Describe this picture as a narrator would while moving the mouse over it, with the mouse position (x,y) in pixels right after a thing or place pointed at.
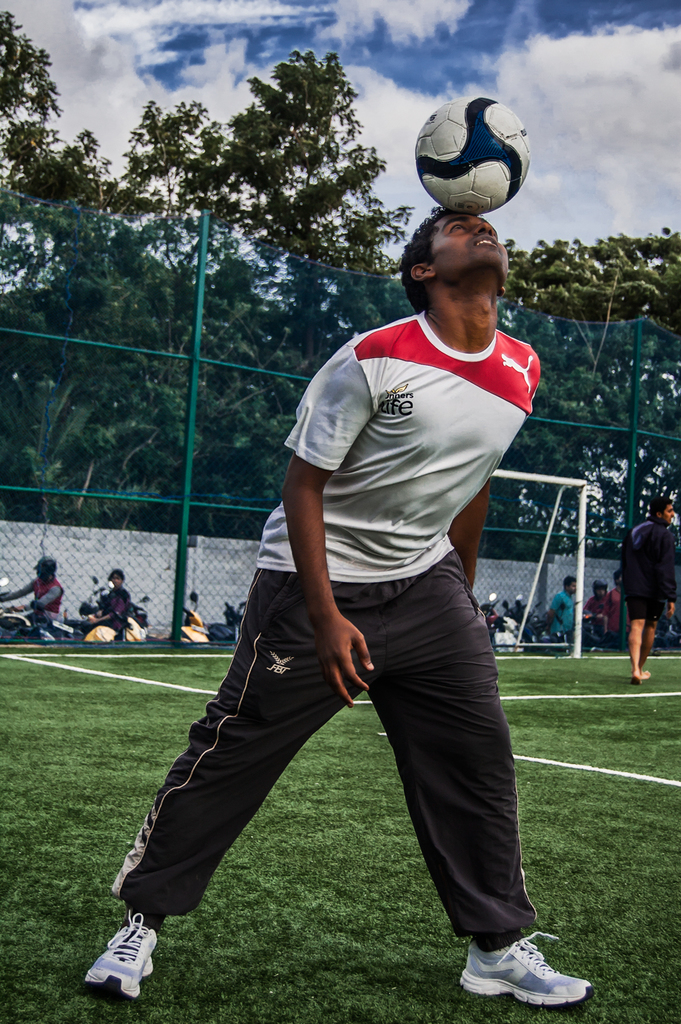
In this image in the foreground (332,561) there is one person (398,564) who is standing, and on his head (449,215) there is one ball (482,181). In the background (229,273) there are some trees (239,342), net (180,397), poles (193,404) and a wall (241,580). And also there are some bikes (32,624) and some persons (648,586) who are standing and on the bikes (95,607) there are some people (117,602) who are sitting, at the bottom (360,811) there is grass (402,818).
